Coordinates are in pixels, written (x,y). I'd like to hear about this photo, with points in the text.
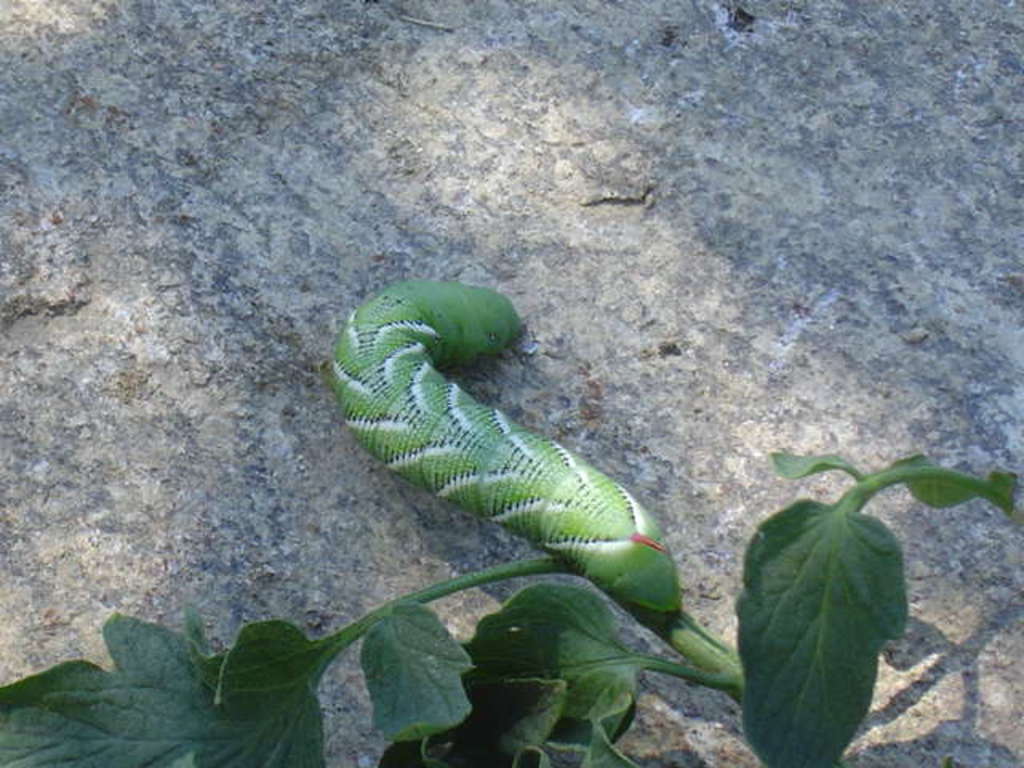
On this stone (228,282) there is a worm (339,352). Bottom of the image (805,608) there are green leaves (461,685).
